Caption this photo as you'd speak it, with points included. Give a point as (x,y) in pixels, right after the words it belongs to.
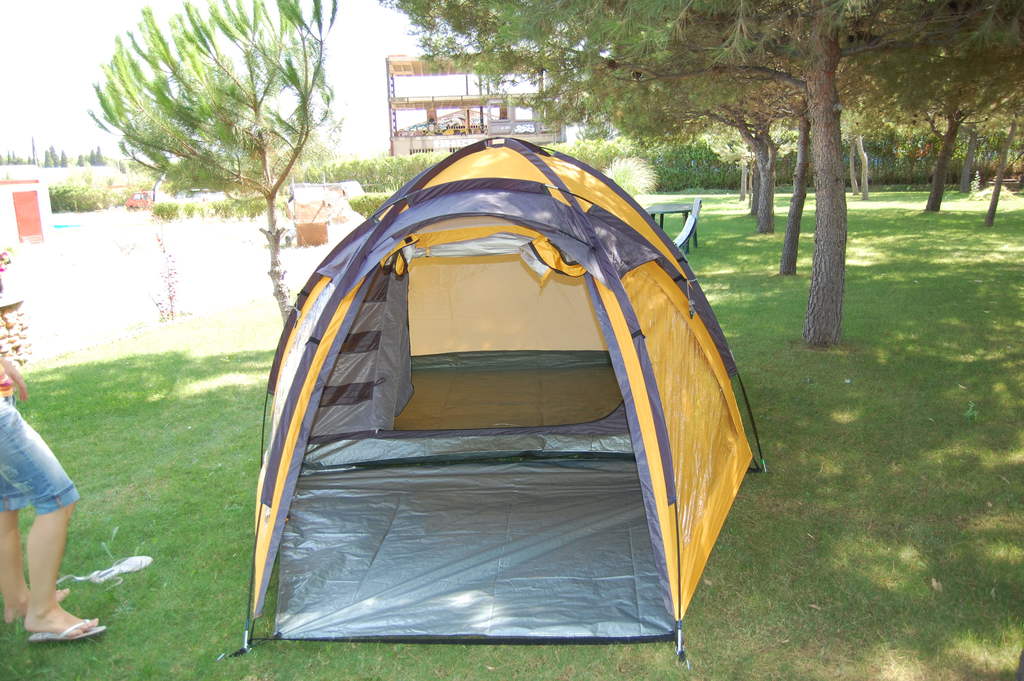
In this image there is a tent (671,416) on the grassland (892,415) having few plants (869,150) and trees (828,317). Behind the tent (566,173) there is a building (434,117). Left side (9,398) a person (48,588) is standing on the grassland (56,408). Left side (18,207) there is a house (30,213). Background (50,54) there is sky (351,86).
